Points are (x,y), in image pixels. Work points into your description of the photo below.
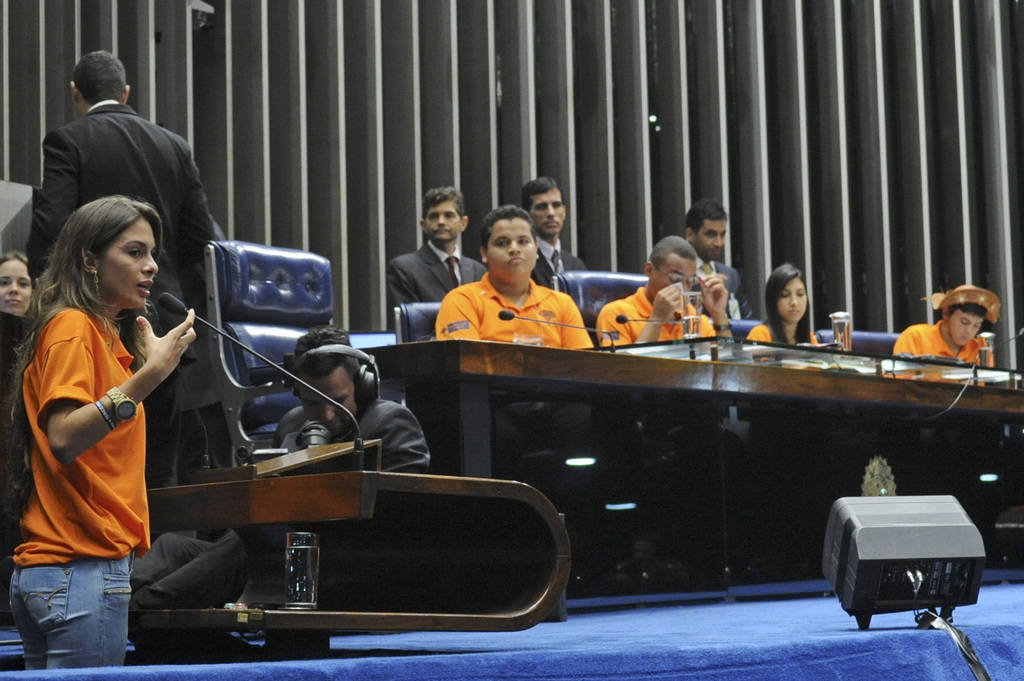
In this image in the center (653,324) there are a group of people (934,341) sitting on chairs (295,345), and there are tables (433,356). On the tables (801,356) there are mike's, glasses (830,323), and at the bottom (438,634) there is a stage (1006,596) and light (865,548). In the background (611,157) there are some pillars (237,112).
